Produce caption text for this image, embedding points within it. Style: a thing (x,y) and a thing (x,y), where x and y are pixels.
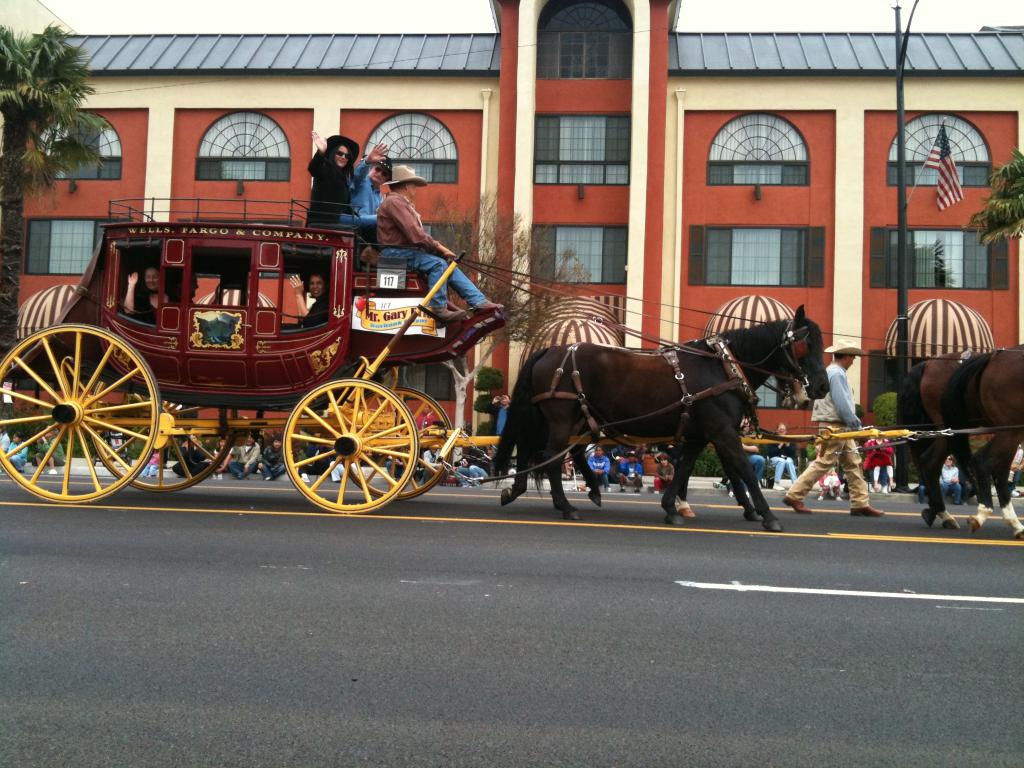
In the center of the image (372,368) we can see horse carts (296,342) on the road (692,538) and there are people (326,291) sitting in the cart (313,335). In the background (211,102) there is a building (249,102) and we can see trees (1023,198), pole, flag (944,177) and sky (850,28). At the bottom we can see people (773,460) sitting.
